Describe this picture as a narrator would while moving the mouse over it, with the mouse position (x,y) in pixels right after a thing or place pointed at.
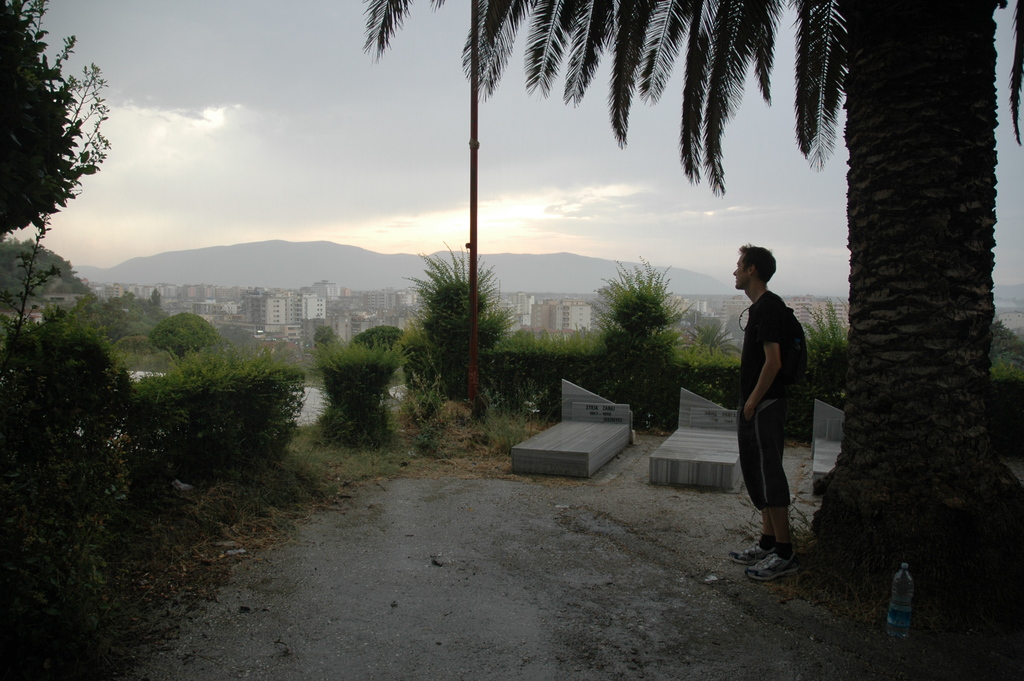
As we can see in the image there is a cloudy sky (332,128) and there are lot of trees (77,340) and plants (65,475) around it. There are three graves (627,443) on the ground (791,456). There is a man (745,275) who is standing he is carrying a backpack (803,347) and beside him there is a water bottle (905,595). Beside trees (120,318) and plants (67,399) there is lot of buildings (404,309).
